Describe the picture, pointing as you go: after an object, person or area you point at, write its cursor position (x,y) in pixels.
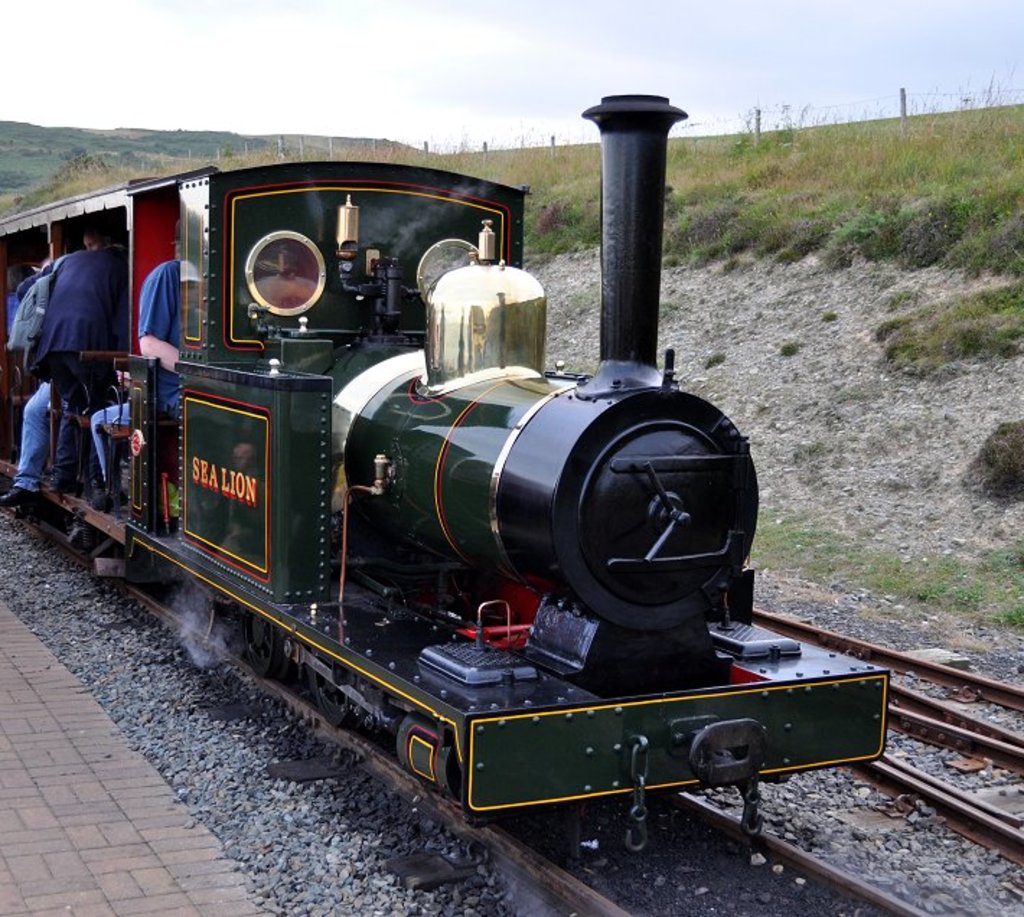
In this image, we can see two railway tracks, there is a train (248,347), there are some people (89,293) sitting in the train (332,416), at the right side (896,173) we can see green grass (883,173), at the top (482,12) there is a sky (497,12).
